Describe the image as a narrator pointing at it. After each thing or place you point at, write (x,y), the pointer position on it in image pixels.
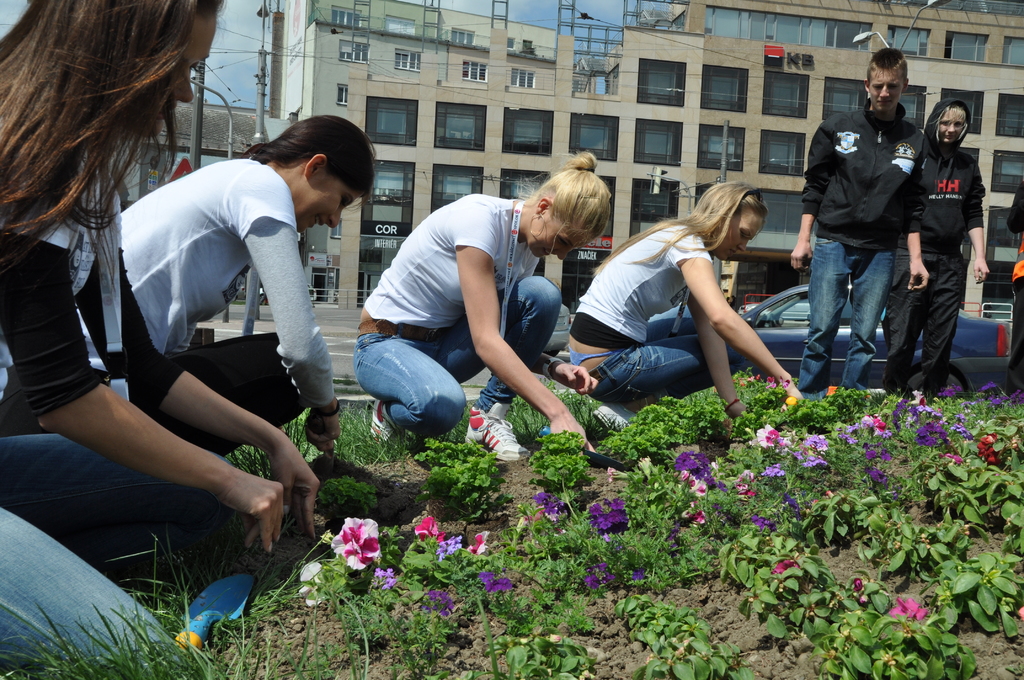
In this image I can see the ground (731,617), few plants (782,620) which are green in color and few flowers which are purple, pink and cream in color. I can see few persons (386,372) sitting, few persons (849,227) standing and few vehicles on the road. In the background (458,139) I can see few poles (230,126), few wires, few buildings (642,149) and the sky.
